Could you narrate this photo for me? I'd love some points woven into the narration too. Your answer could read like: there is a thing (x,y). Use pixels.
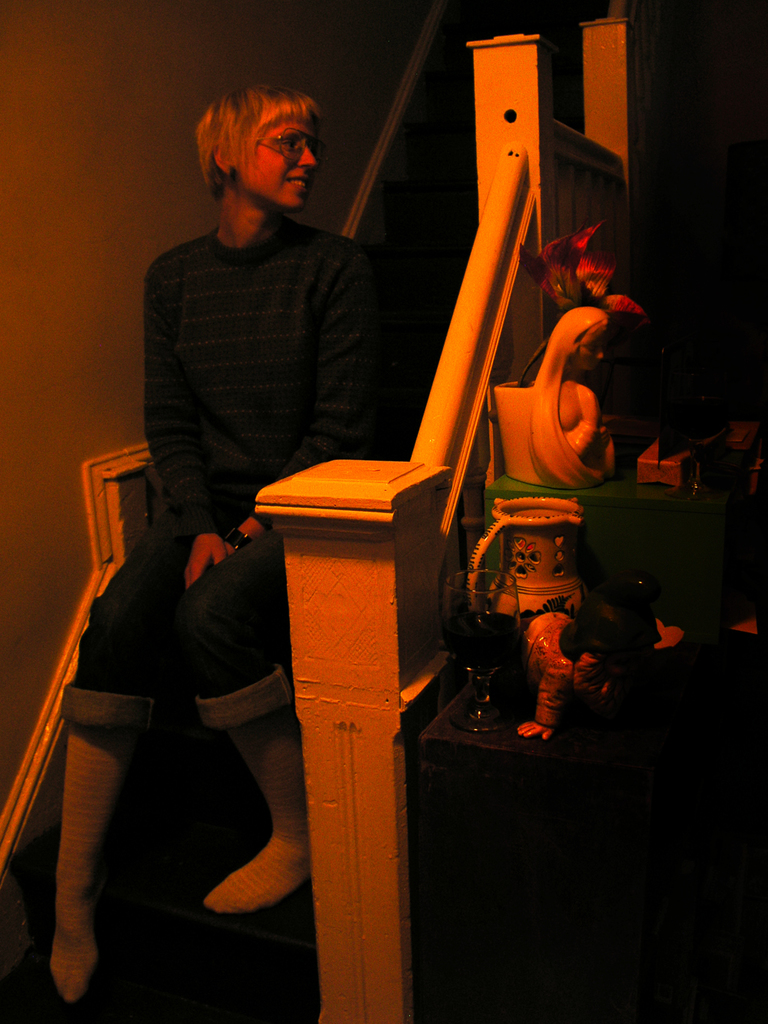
In this image I can see a person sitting on the stairs (169,721), right I can see a statue (621,646).
